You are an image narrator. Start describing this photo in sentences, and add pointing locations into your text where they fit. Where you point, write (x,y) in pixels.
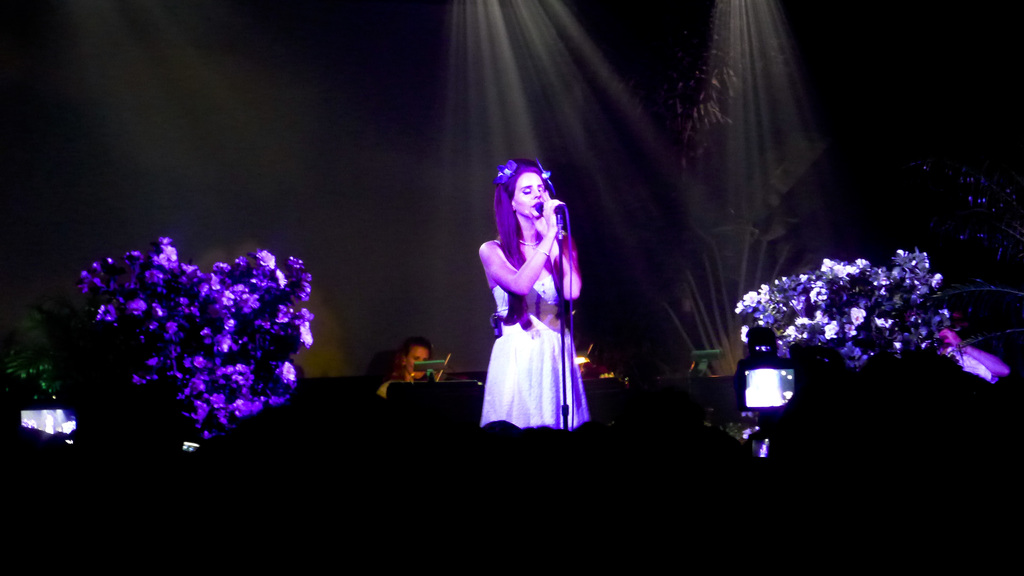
In the middle of the image (532,272), there is a woman (528,288) in a white color dress (532,380), holding a mic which is attached to a stand (557,228) and standing on a stage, on which there are plants (760,321) having flowers (228,296). In the background (400,353), there is another person (418,338). And the background (75,50) is dark in color.
